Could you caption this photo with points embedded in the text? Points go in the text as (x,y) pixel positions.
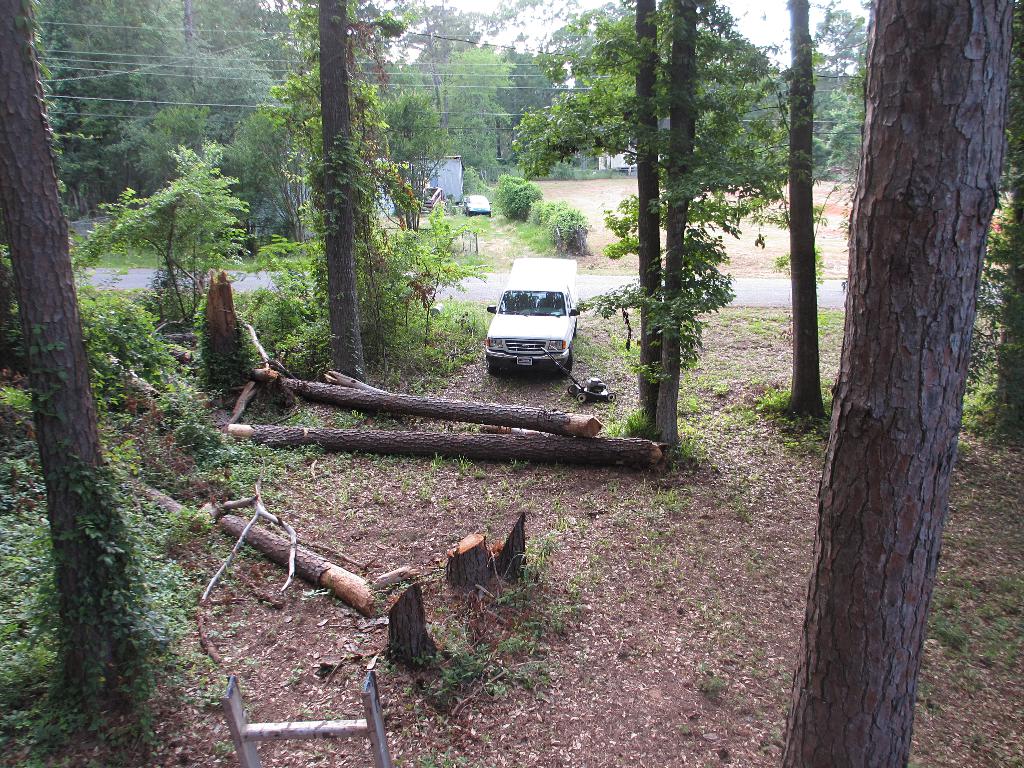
At the bottom (287,733) we can see cut down trees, metal object (273,733) and leaves (718,383) on the ground (327,473). There are trees (69,486) and a vehicle (518,309) on the ground (396,511). In the background (498,163) we can see road (474,291) and to the other side of the road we can see vehicle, houses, trees (104,41), electric wires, poles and sky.
